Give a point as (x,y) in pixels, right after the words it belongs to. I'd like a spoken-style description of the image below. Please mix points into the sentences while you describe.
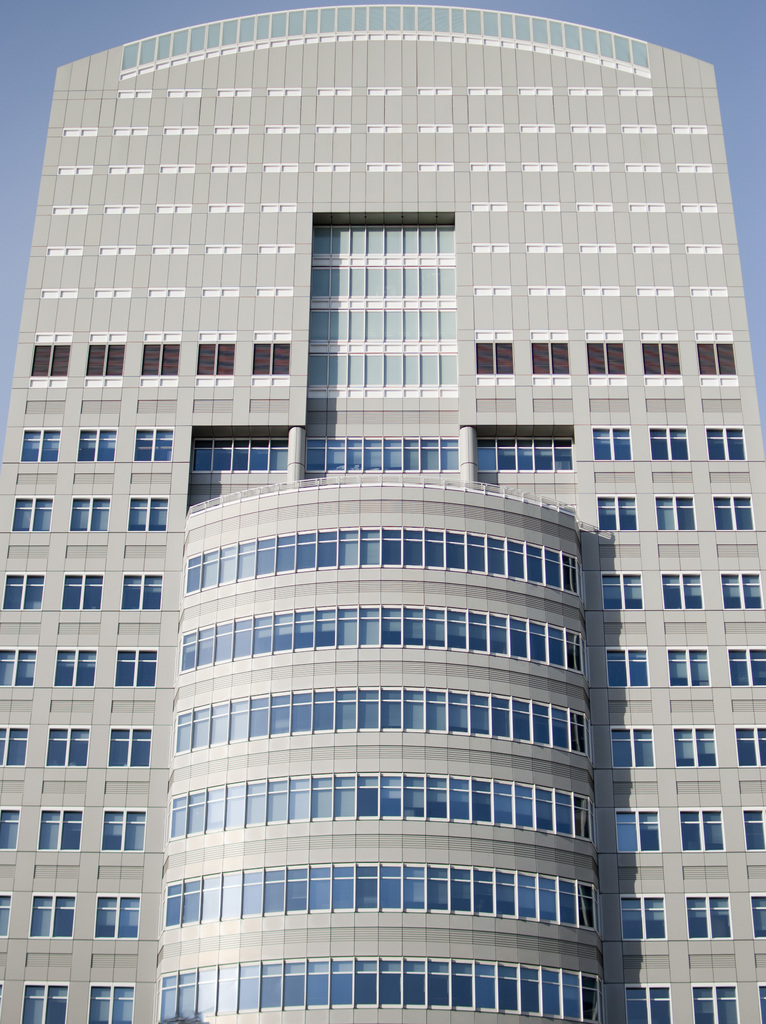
This picture is clicked outside. In the center (271,547) we can see the building (623,266) and we can see the windows (32,936) of the building (440,103). In the background (722,27) we can see the sky (635,11).
